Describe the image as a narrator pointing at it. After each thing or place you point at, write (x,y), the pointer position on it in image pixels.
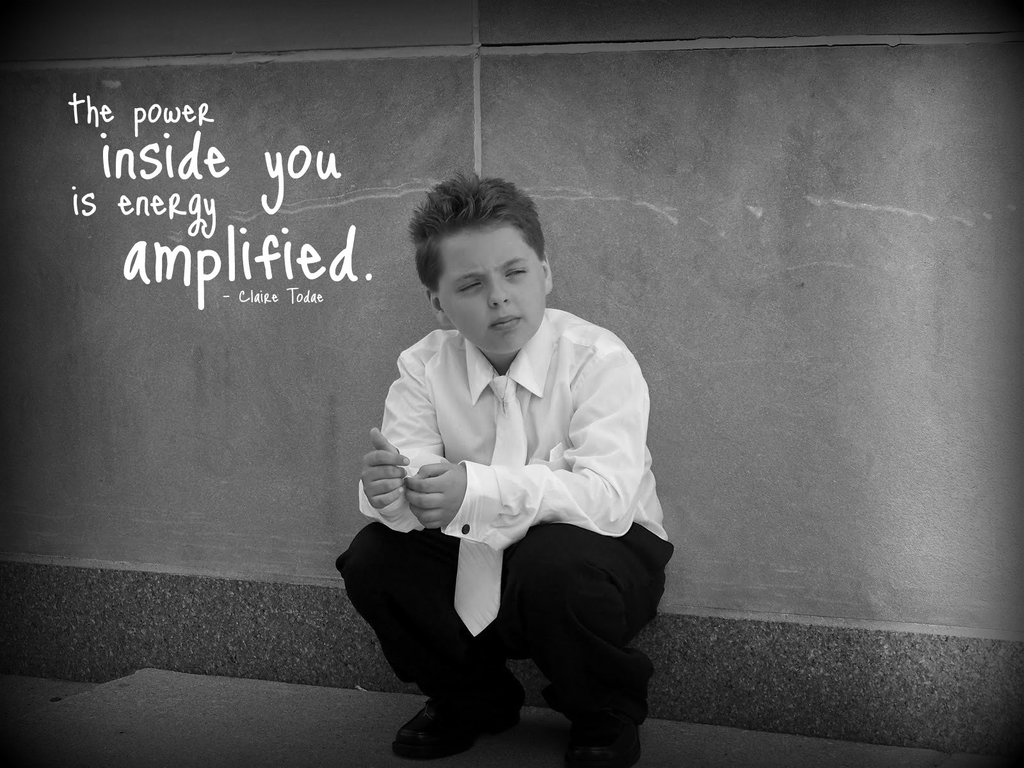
In this picture there is a kid (636,515) sitting and there is something written in the left top corner (197,174).
